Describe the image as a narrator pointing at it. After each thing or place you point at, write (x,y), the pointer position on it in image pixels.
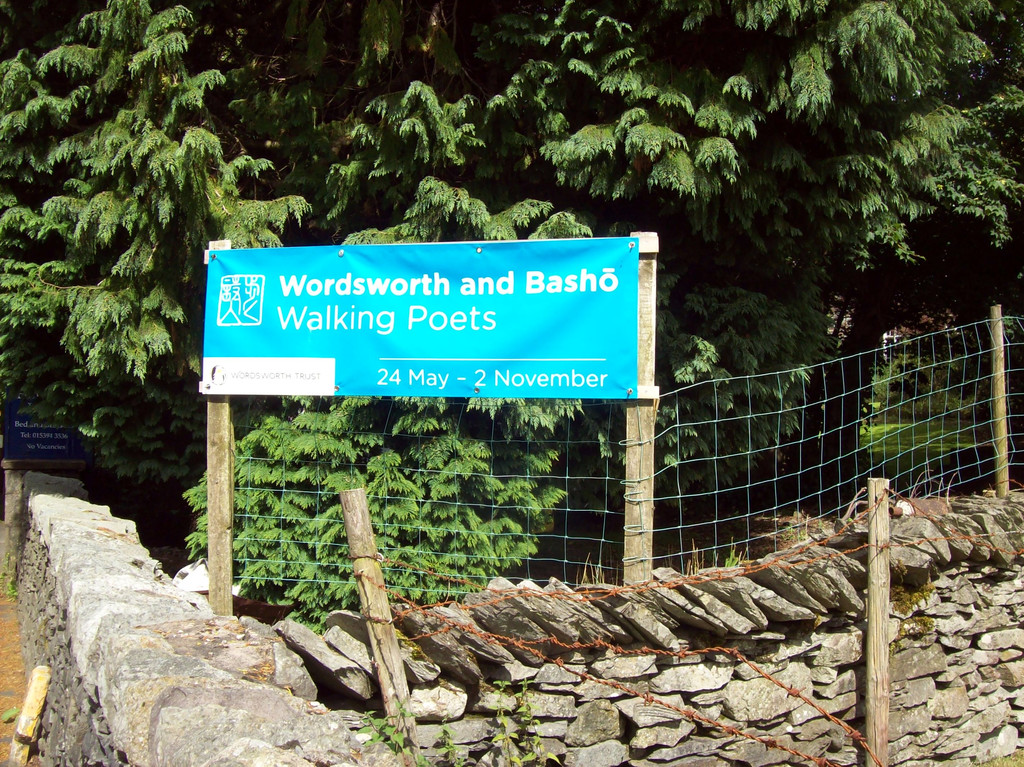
In this picture we can see the trees (654,29), fence (740,455), poles (644,376), wall (161,622), stones (140,647), banner (402,366). On the left side of the picture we can see a board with some information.
